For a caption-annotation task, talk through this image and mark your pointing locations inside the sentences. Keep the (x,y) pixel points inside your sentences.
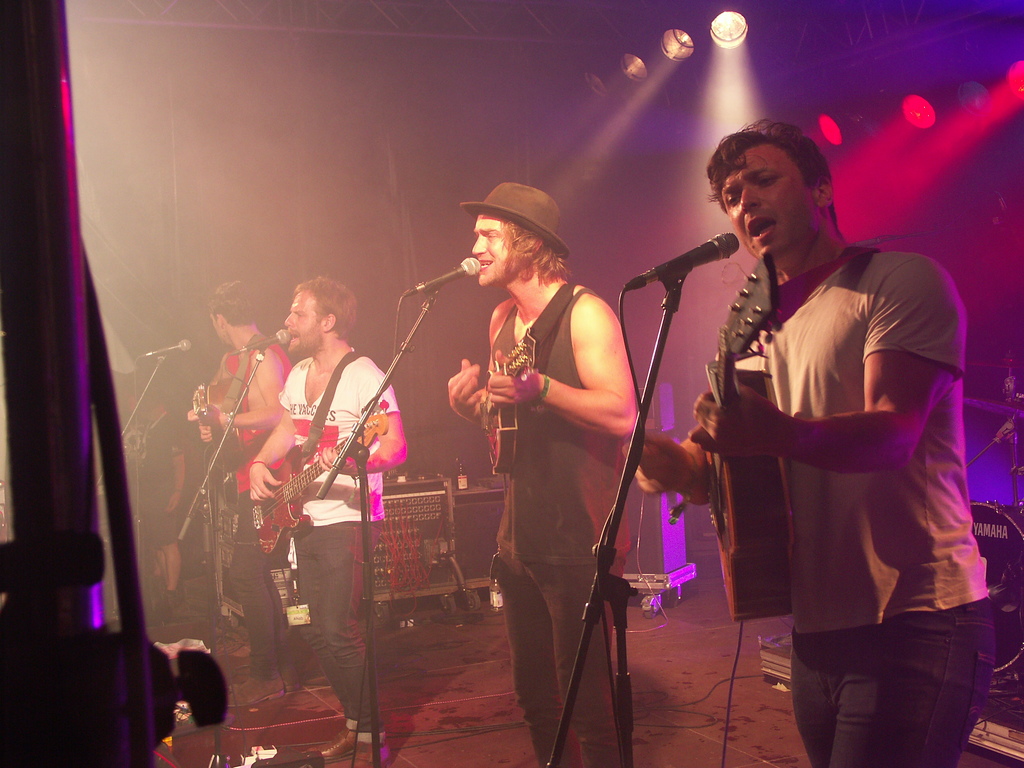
Here we can see a group of people (524,419) are standing, and playing guitar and singing, and in front (673,281) here is the microphone (658,278) and stand (645,393), and at back (712,35) here are the lights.
